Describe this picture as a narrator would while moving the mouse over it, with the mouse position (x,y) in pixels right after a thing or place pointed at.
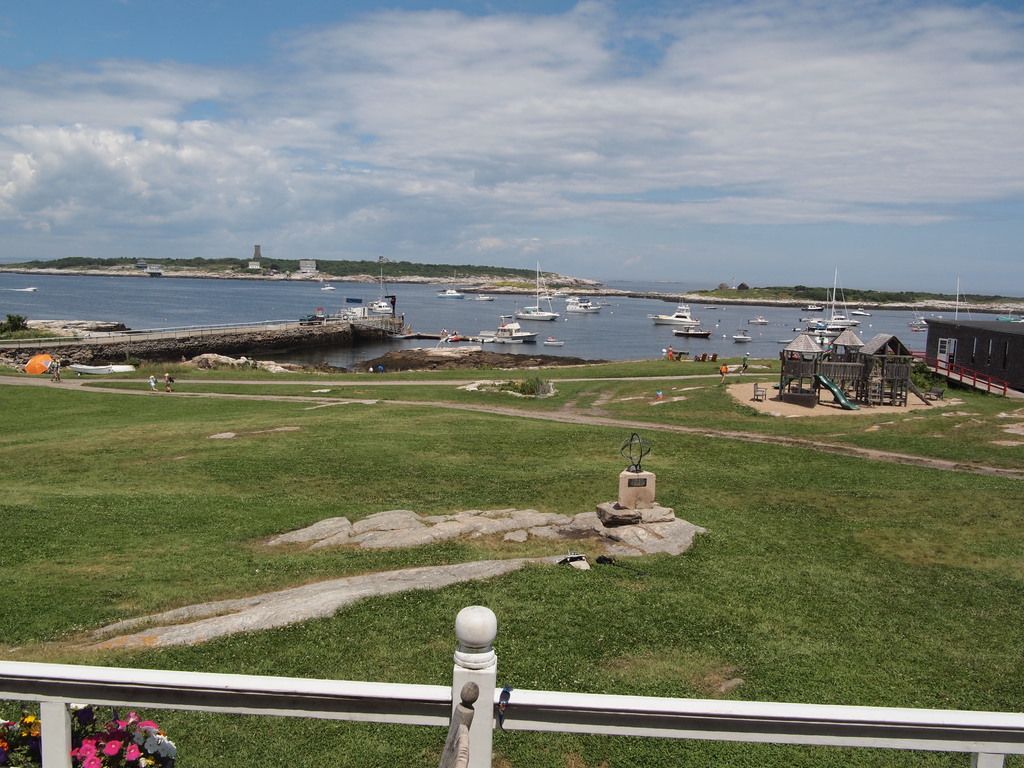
In the image there is grass (286,410) and behind the grass (180,369) there is a water surface (566,299), on the water (578,324) there are many ships (553,315) and there is some wooden construction (837,356) on the right side (849,364).
